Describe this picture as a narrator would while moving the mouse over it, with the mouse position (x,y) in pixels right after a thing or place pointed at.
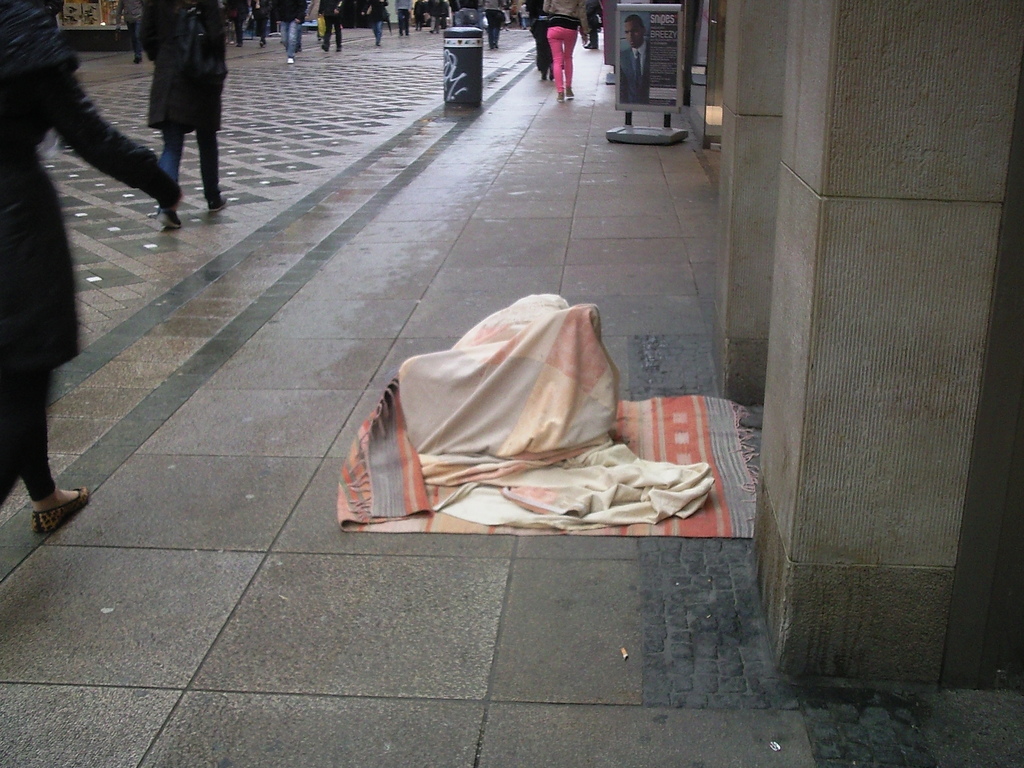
Here we can see people (46,72), board (681,59) and clothes (546,435).
